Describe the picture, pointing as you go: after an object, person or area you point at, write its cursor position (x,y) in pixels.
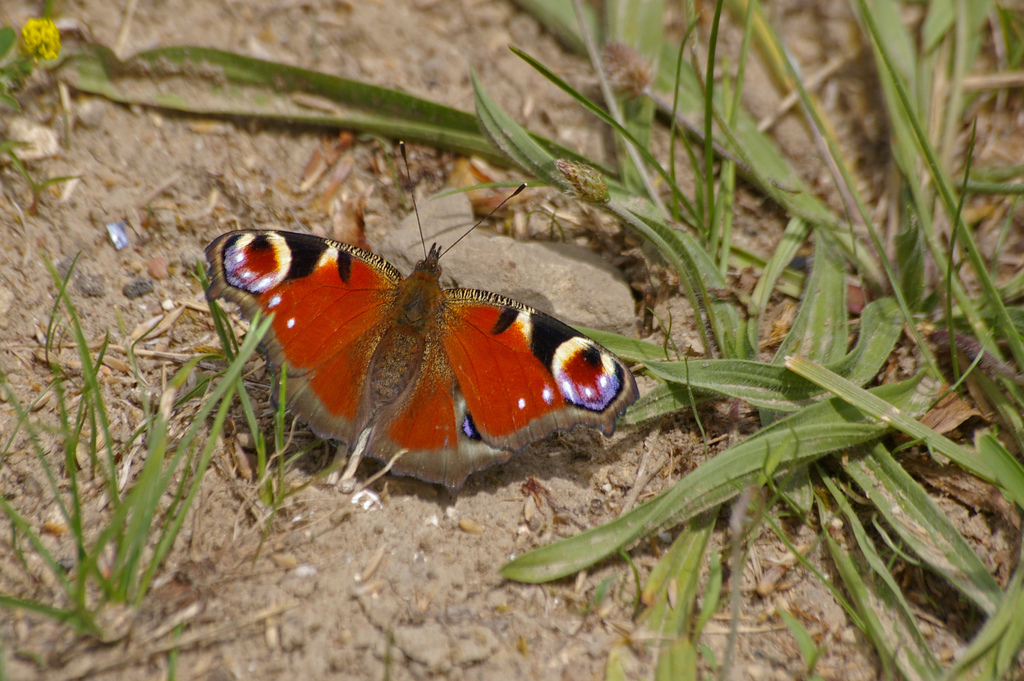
This is a butterfly (389,363) with the wings (323,302). I think this is a small stone (531,262). These are the leaves (759,283), which are lying on the ground (119,284).
